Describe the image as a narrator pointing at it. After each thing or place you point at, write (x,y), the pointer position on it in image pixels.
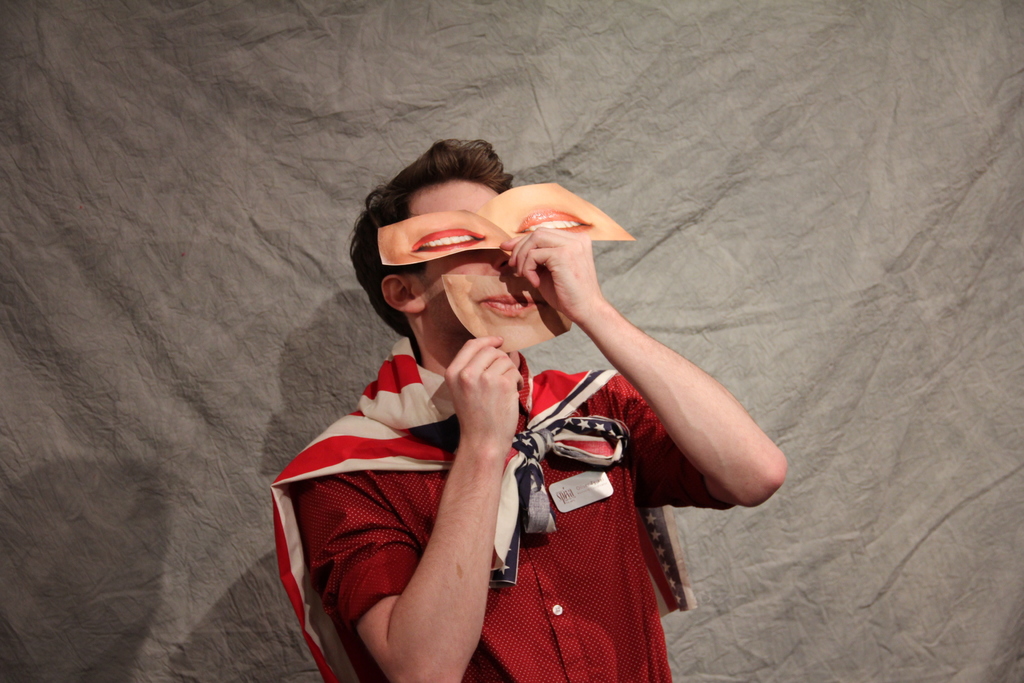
In this image we can see a man (467,346) is holding lips cards (486,313) in his hands (568,260) at his face (465,254) and there is a cloth (391,459) on his shoulders (391,459). In the background (298,171) we can see a cloth (799,294).
